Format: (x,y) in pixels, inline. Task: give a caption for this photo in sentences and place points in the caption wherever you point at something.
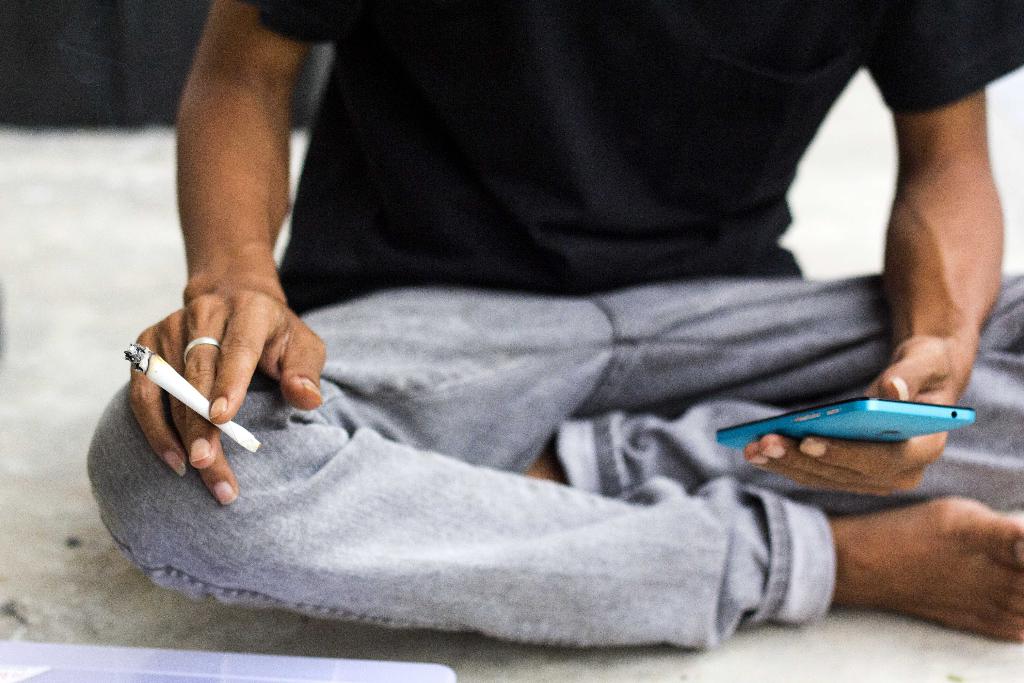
In the picture we can see a part of man (446,558) sitting on the floor (53,244) and he is holding a cigarette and in one hand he is holding a mobile phone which is blue in color and he is wearing a black T-shirt (360,27).
